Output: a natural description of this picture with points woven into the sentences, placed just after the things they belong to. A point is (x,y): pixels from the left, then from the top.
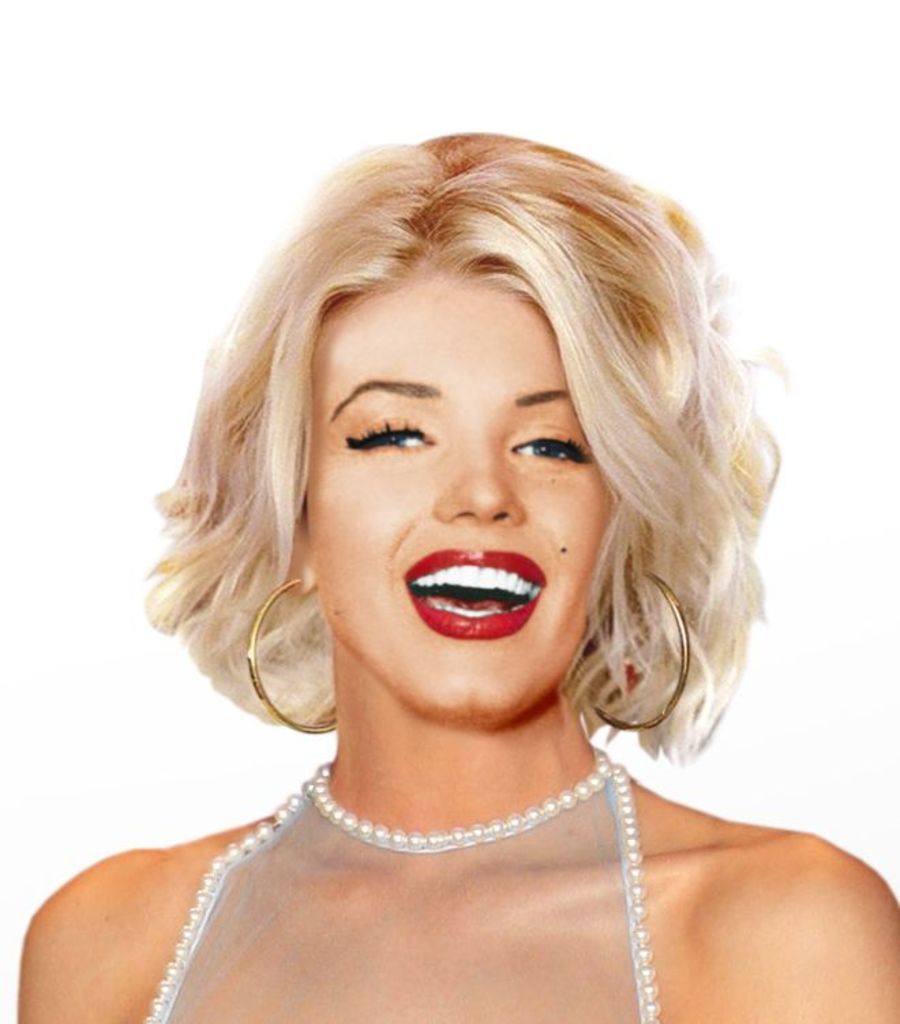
In this picture there is a woman (571,872) opened her mouth (460,626) and smiling and the background (824,133) is in white color.
